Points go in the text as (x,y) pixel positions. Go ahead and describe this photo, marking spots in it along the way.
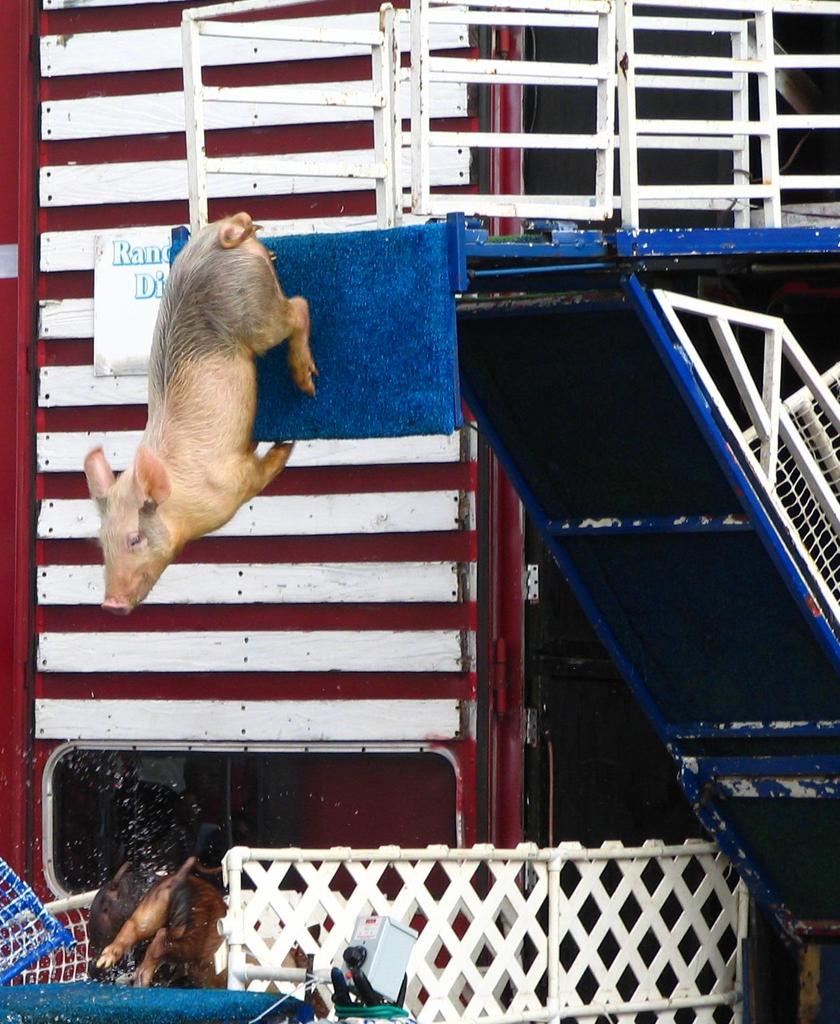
In this image we can see a pig (258,296), there are railings (797,344), there is a board (123,354) on the wall (52,199), with text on it, there is an animal (147,968) in the pool (102,1010), also we can see the stand (701,475).
